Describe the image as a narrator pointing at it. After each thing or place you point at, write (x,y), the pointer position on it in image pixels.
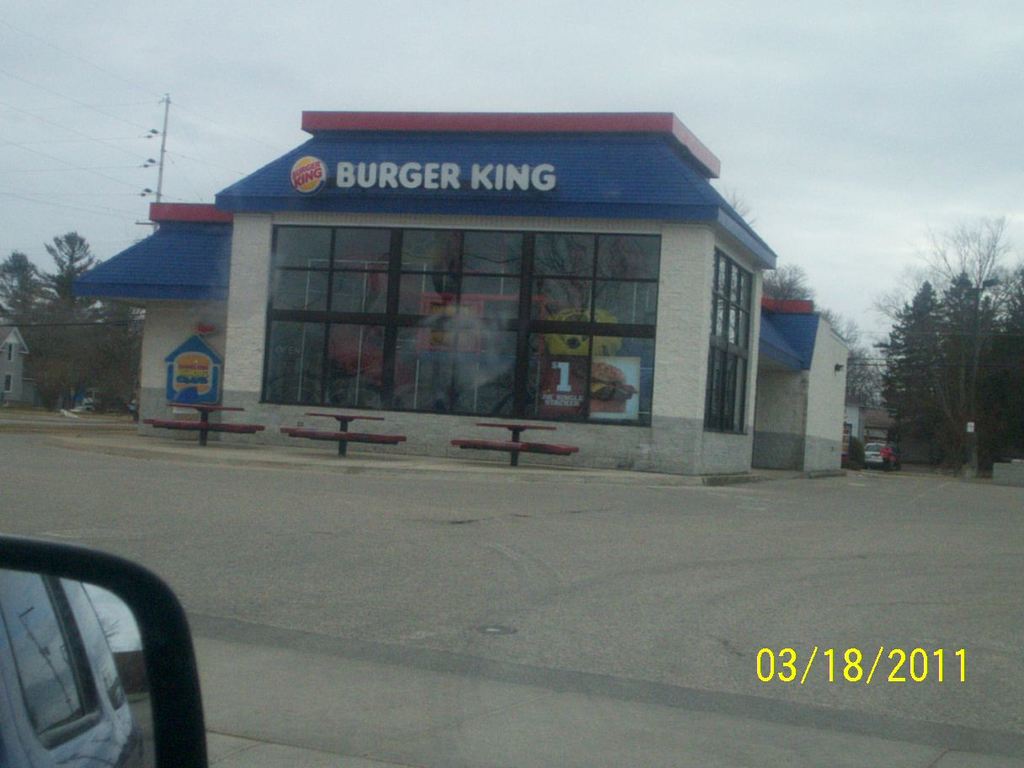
In the bottom left corner of the image (99,641) there is a mirror (135,646). At the bottom of the image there is a road (394,484). Behind the road (523,523) there is a store (363,177) with glass walls (452,286), roofs (654,212), pillars (679,412) and a name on it. And in the image there are trees (952,353). And also there are electrical poles (165,129) with wires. At the top of the image (397,67) there is sky (462,103).
